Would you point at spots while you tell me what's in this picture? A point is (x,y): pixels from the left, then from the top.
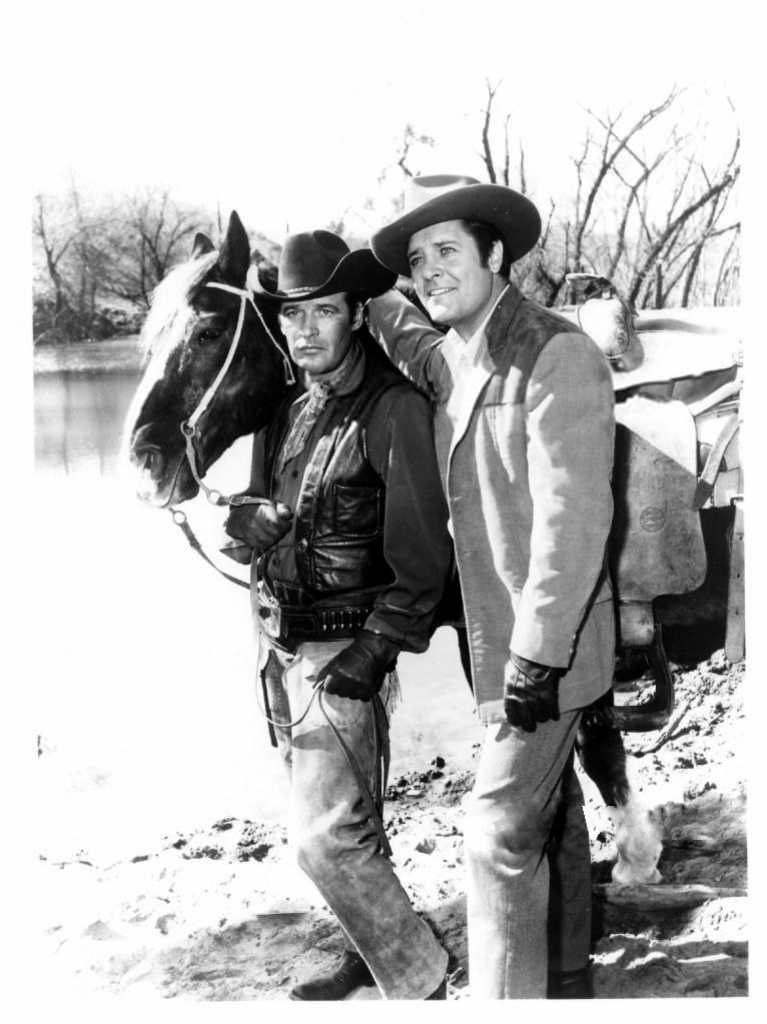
As we can see in the image there is a sky (252,77), horse (169,359), water (161,618) and two people (435,611) standing.
